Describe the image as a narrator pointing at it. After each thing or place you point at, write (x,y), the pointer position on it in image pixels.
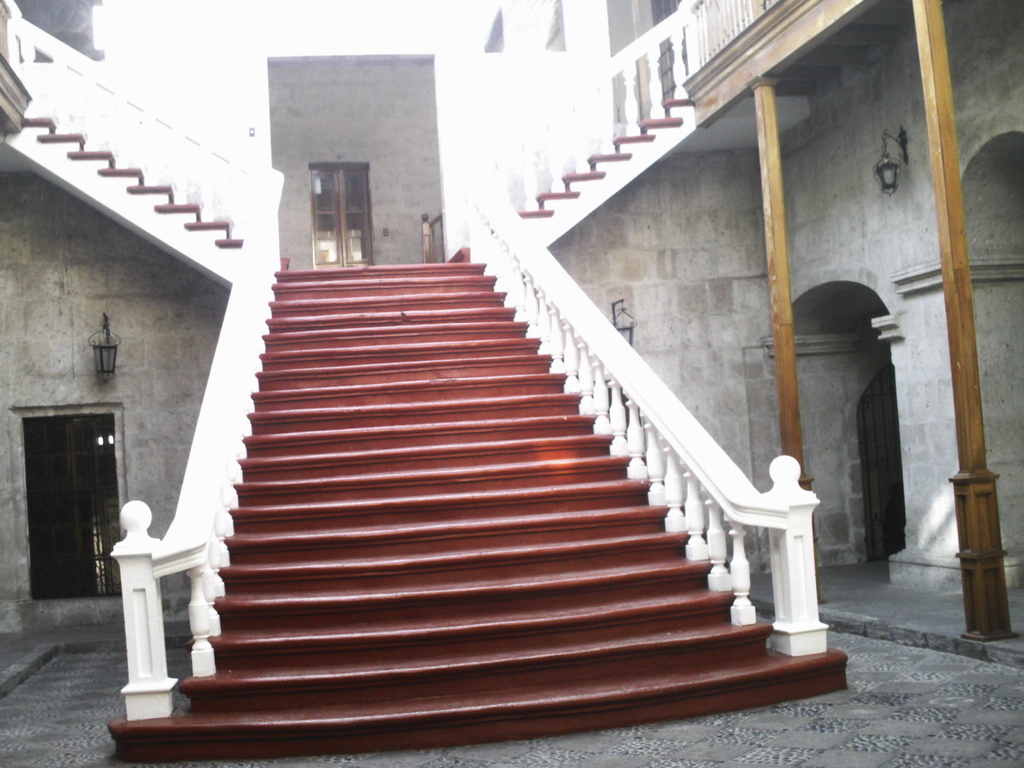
In this image I can see the inner part of the building (506,348). I can see few stairs (552,501), railing (561,288), wall (926,236), lights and windows (36,461).
